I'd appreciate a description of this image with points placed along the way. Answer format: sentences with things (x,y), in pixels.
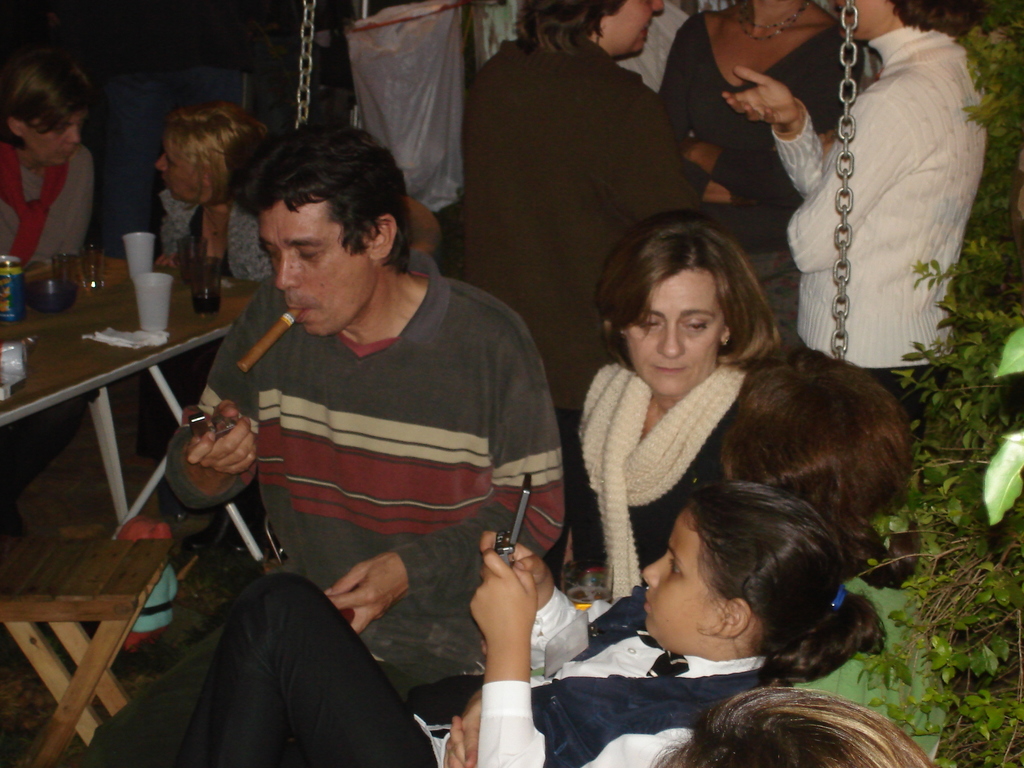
Here we can see a group of people (654,351) are sitting, and in front here is the table (85,306) and some objects (94,259) on it, and at back (594,64) group of people (736,61) are standing.
